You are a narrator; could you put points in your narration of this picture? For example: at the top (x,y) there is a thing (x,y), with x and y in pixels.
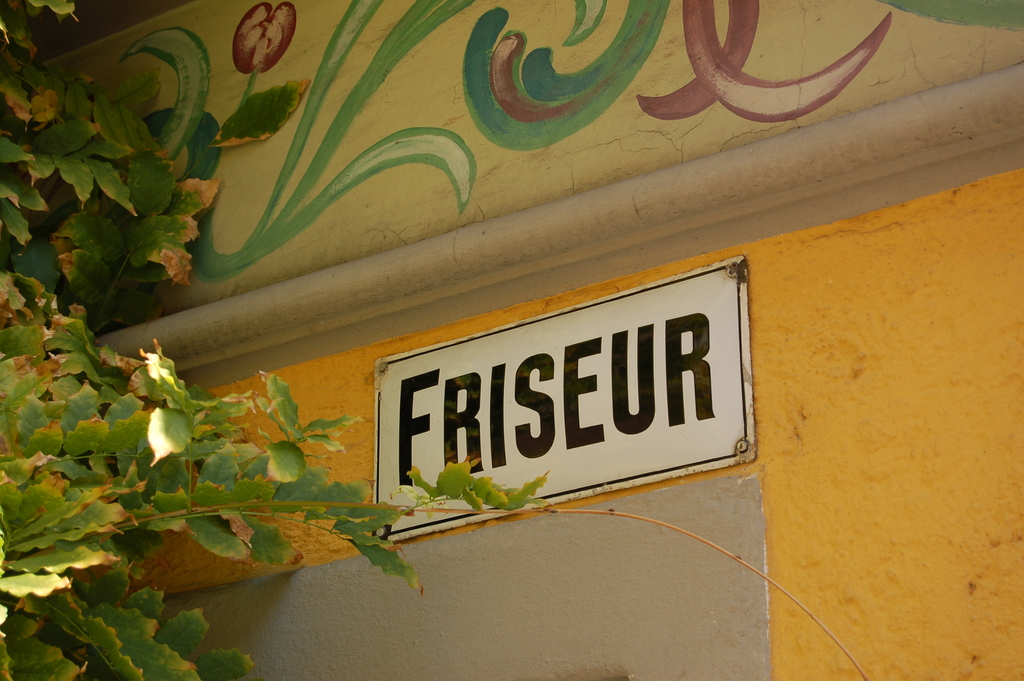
In this picture we can observe a white color board (489,374) fixed to the yellow color wall (770,434). We can observe some design (356,81) on this wall (470,72). In the left side (135,243) there is a tree (74,428).
